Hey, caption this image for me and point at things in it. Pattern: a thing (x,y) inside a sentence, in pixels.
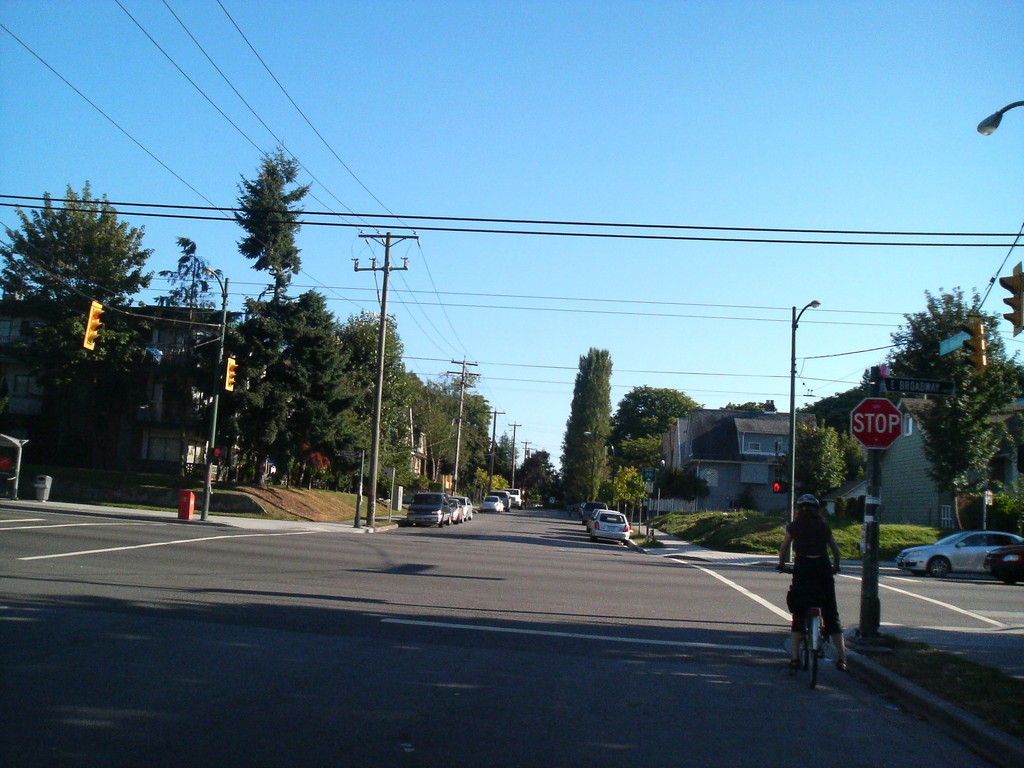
In this image, we can see so many trees (61,378), houses (892,484), poles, traffic signals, sign boards (855,412), plants (997,523), rods (18,464). Few vehicles (591,538) on the road (734,578). On the right side of the image (816,589), a person (815,571) is riding a bicycle (810,636) on the road (693,656). Background (510,291) there is a clear sky (599,258) and wires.
